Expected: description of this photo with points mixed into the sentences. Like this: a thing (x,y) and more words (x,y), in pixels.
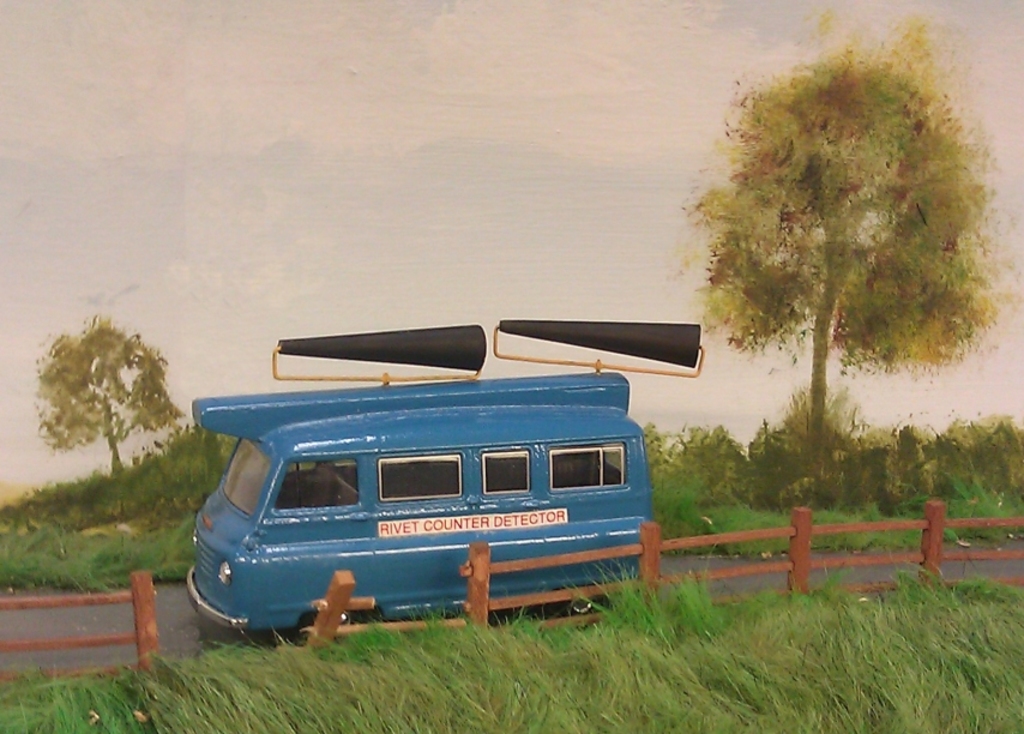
In this image we can see trees (899,361), plants (786,505), fence (757,536), vehicle (558,575), grass (47,709) and in the background (394,137), we can see the sky (405,126). We can also see some text (445,521) on the vehicle (449,541).
